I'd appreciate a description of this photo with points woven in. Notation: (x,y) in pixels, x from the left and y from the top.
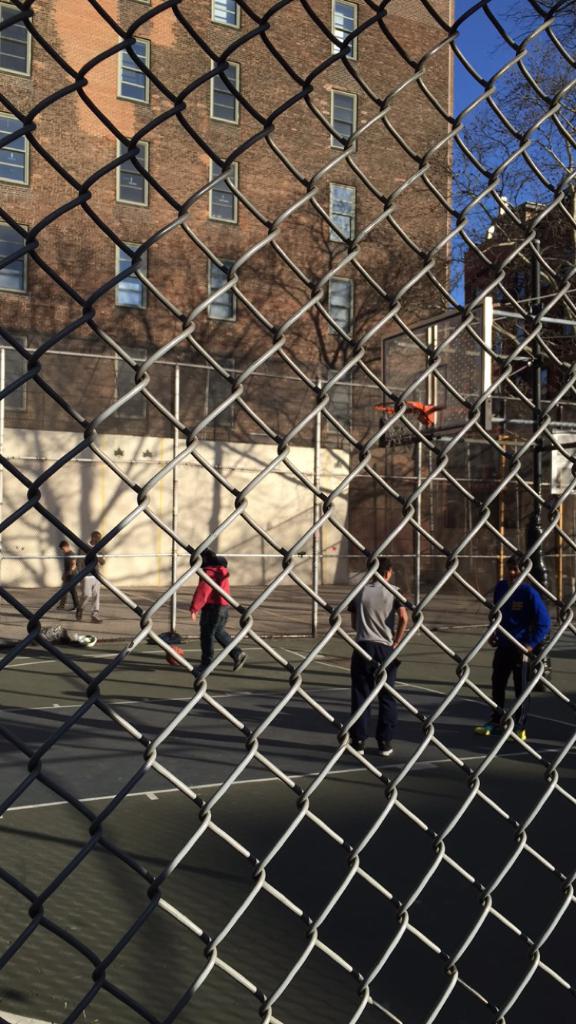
In this image we can see few people (518,691). There is a fencing (308,187) in the image. There is a building (402,262) and it is having many windows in the image. There is a sky (493,68) in the image. There is a tree (563,170) at the right side of the image (547,148).
